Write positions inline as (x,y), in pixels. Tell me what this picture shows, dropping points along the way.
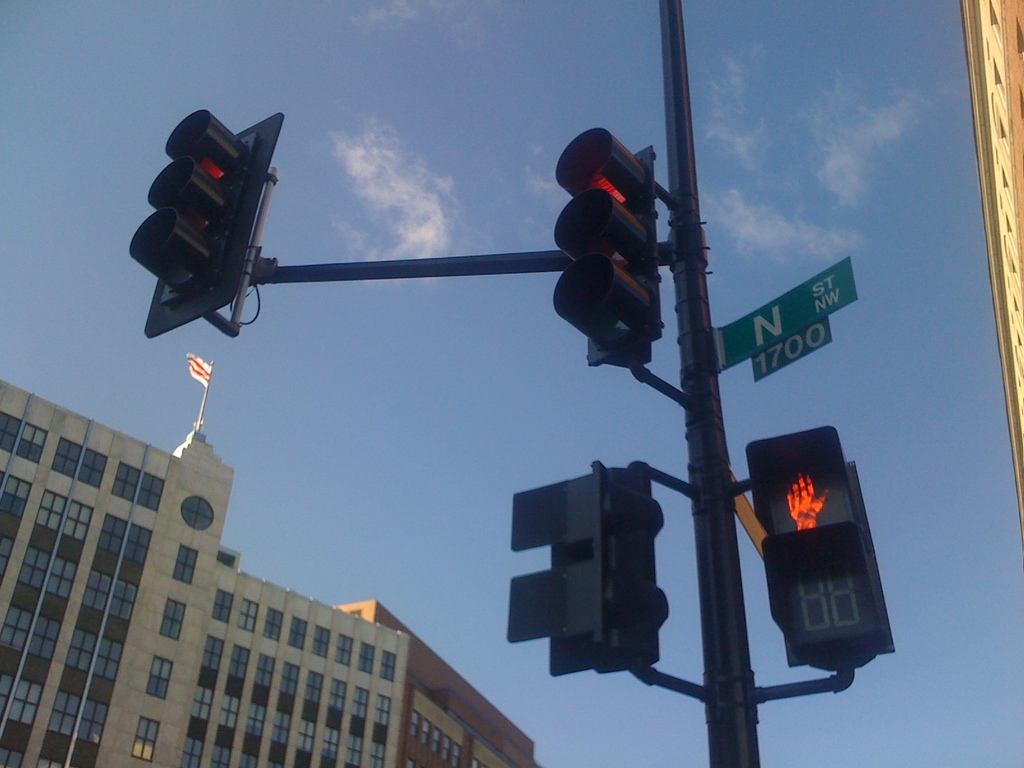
On the right side (700,372) I can see a traffic signal pole (741,673) to which a green color board (748,342) is attached. On the left bottom of the image (152,699) there is a building (170,619). On the top of the image (268,62) I can see the sky (271,61).
